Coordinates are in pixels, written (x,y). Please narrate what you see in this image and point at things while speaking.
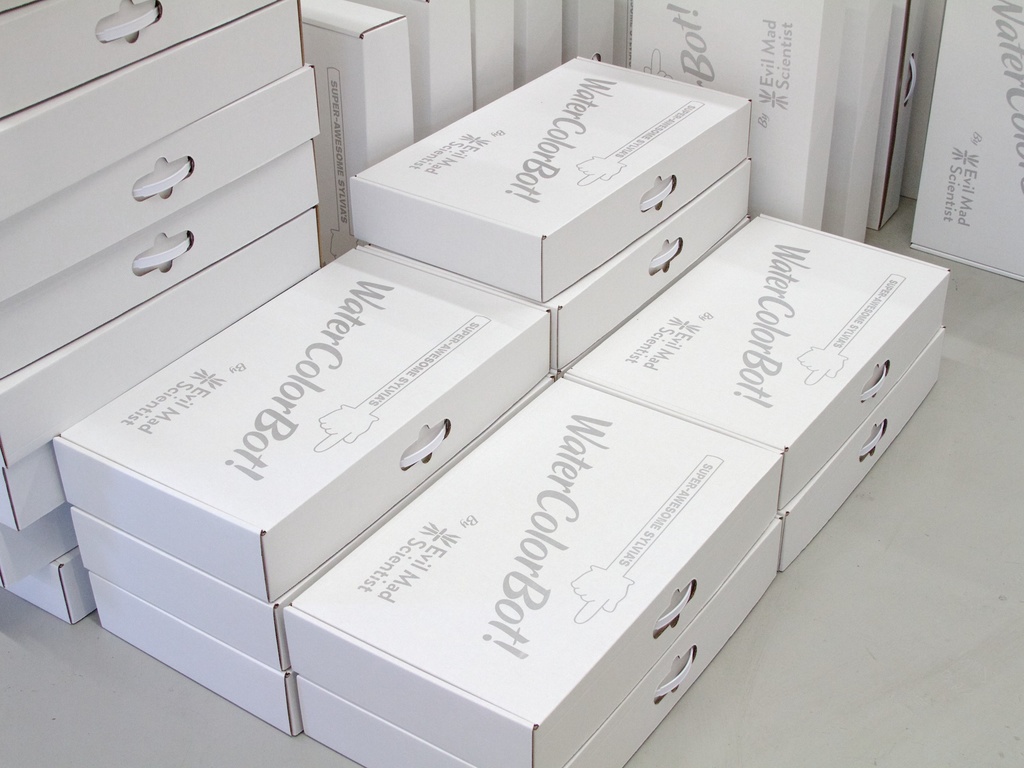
In this image I can see so many boxes (657,404), one above the other on a floor (1002,670).
